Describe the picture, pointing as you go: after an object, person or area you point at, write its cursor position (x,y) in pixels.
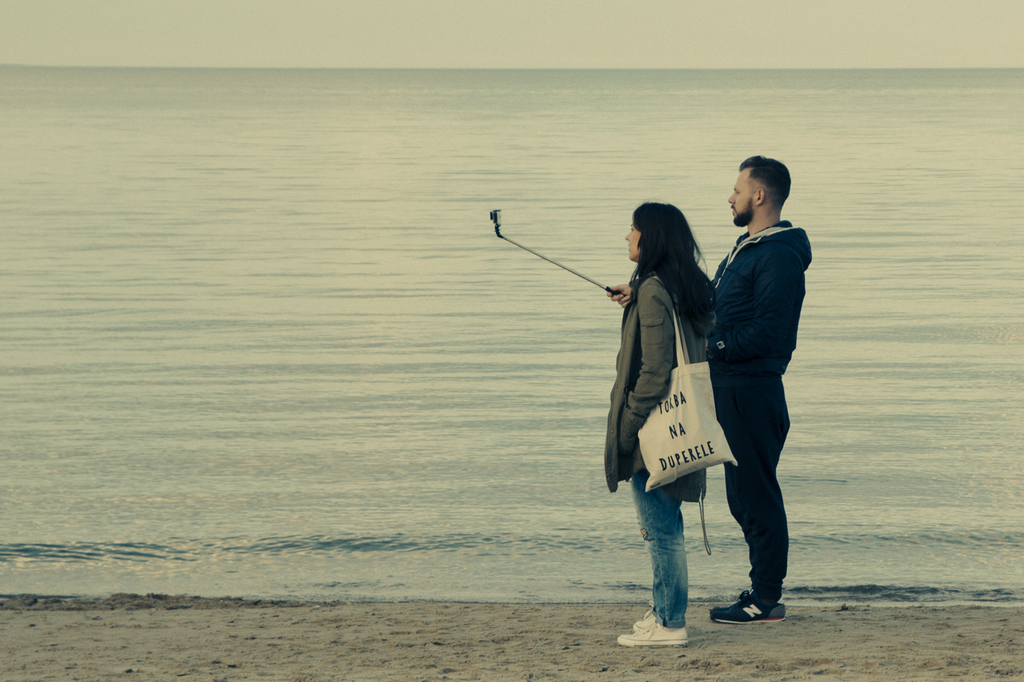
In this picture we can see a man (765,203) holding a selfie stick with his hand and a woman (657,587) carrying a bag (719,434) and they both are standing on sand (452,626) and in the background (952,571) we can see water (519,191), sky (287,26).
